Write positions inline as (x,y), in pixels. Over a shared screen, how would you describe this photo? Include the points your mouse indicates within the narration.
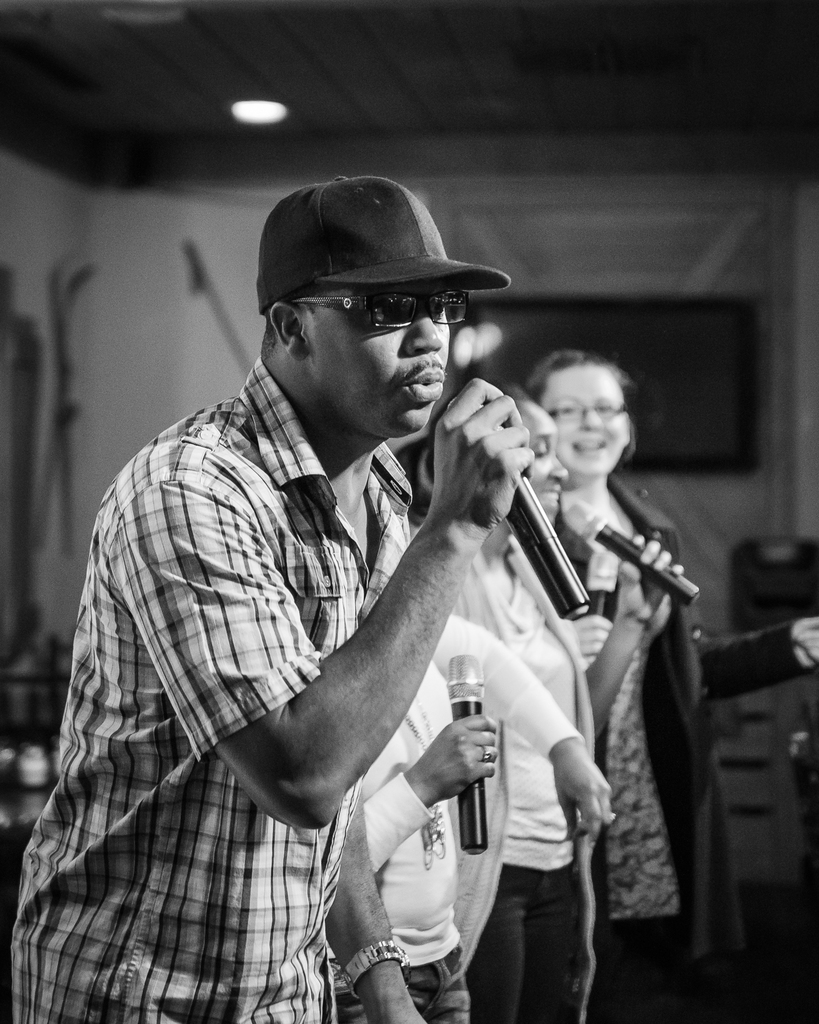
Black and white picture. These three people (332,672) are holding mics (580,519). This man (492,515) is singing in-front of this mic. Background (296,20) it is blur.
